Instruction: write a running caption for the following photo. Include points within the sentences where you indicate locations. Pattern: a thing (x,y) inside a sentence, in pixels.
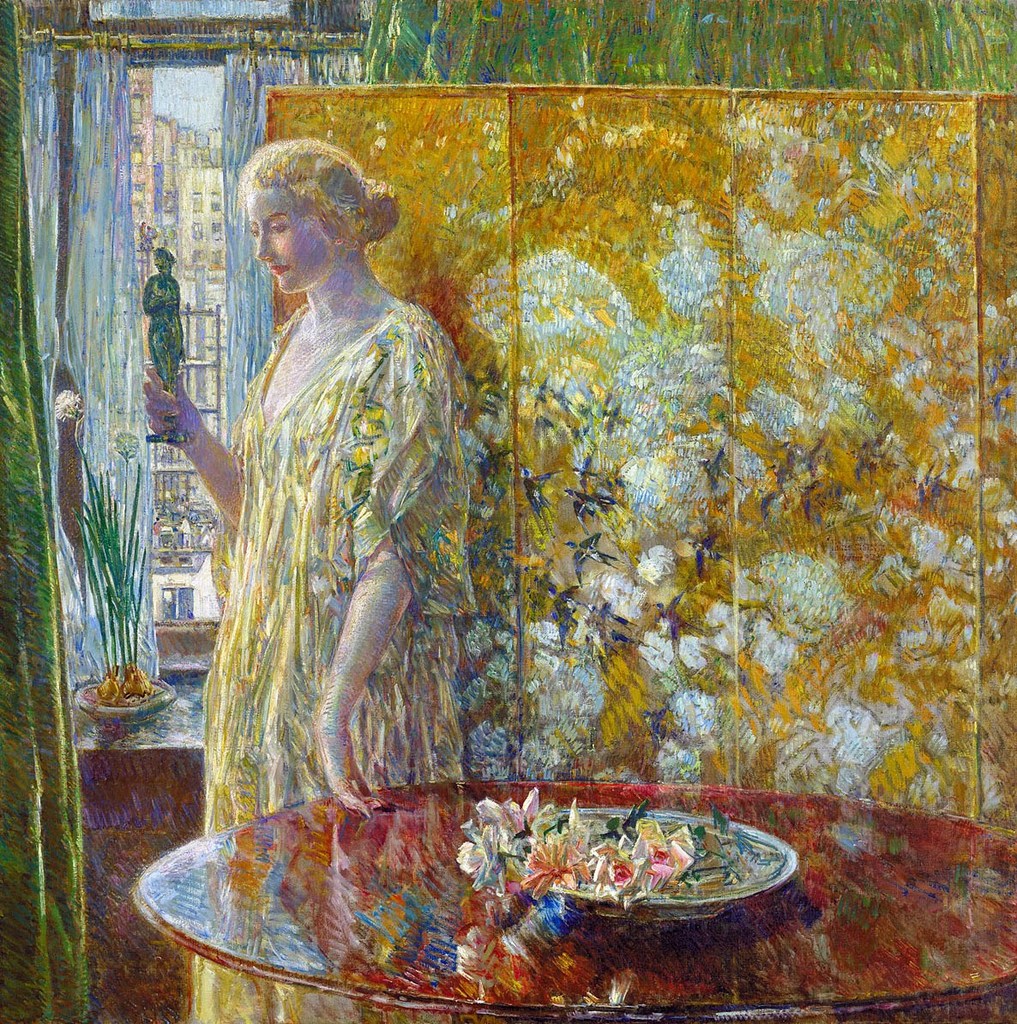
In this image, we can see some art (352,509) of a person (230,753) holding an object (175,386). We can also see a table (672,796) with some flowers (587,871). We can also see some objects (607,294).
